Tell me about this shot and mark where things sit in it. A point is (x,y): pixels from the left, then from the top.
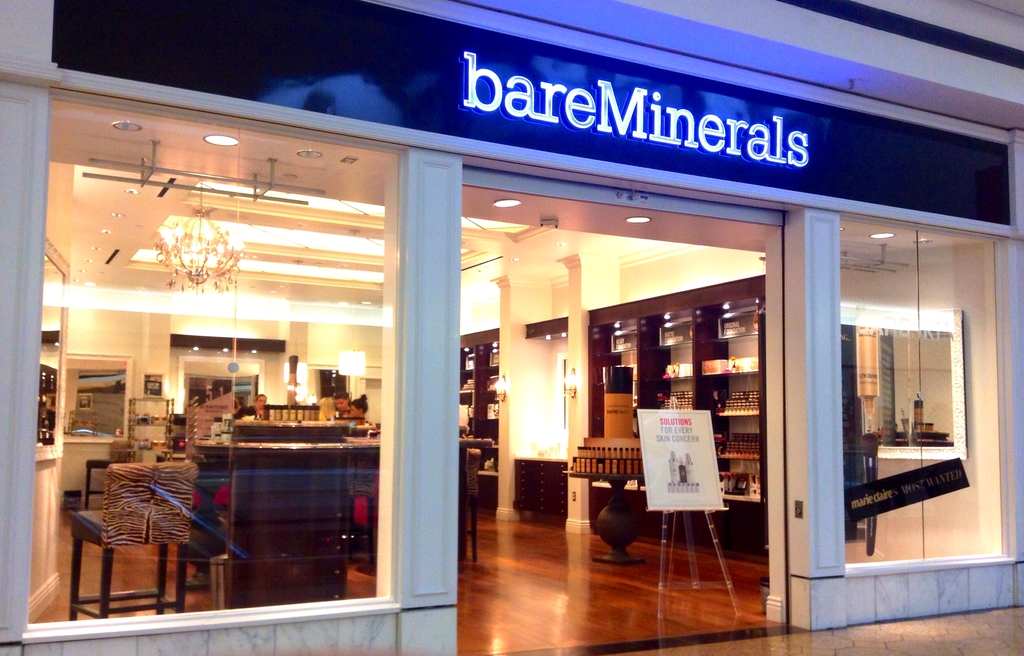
In this image we can see a store (699,610) and there is a board (871,115) with some text (578,94) at the top of the image (635,147). We can see few people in the store (432,484) and there are some chairs (136,498) and other objects (672,340) and we can see some lights (205,261) attached to the ceiling (319,188).
